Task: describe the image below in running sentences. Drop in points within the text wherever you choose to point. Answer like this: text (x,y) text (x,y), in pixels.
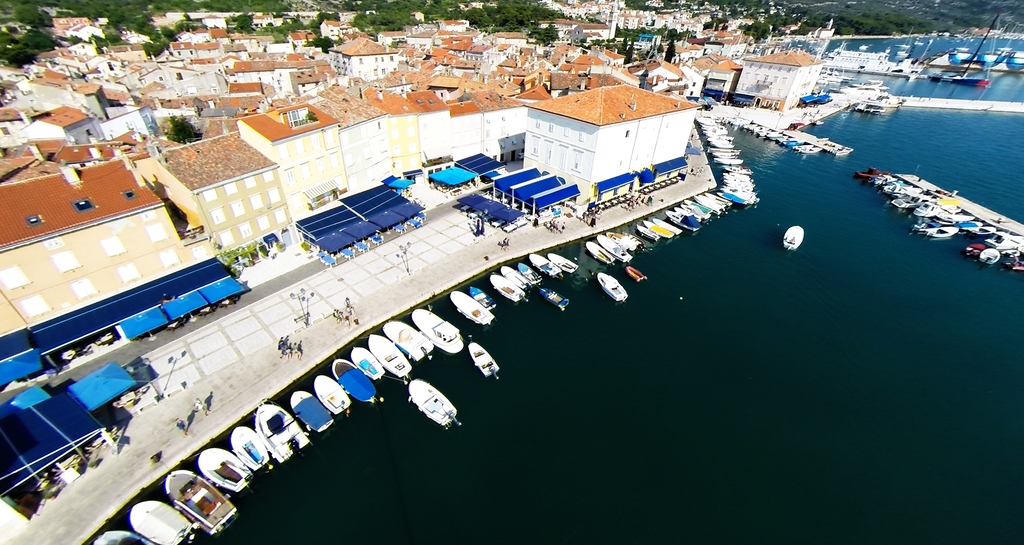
This is the picture of a city (664,74). In the foreground (640,327) there are boats (781,138) on the water (818,193). At the back (527,155) there are buildings (557,94), trees (113,6) and there are group of people (652,196) walking on the road (449,246) and there are poles (481,216) on the footpath (289,298).
